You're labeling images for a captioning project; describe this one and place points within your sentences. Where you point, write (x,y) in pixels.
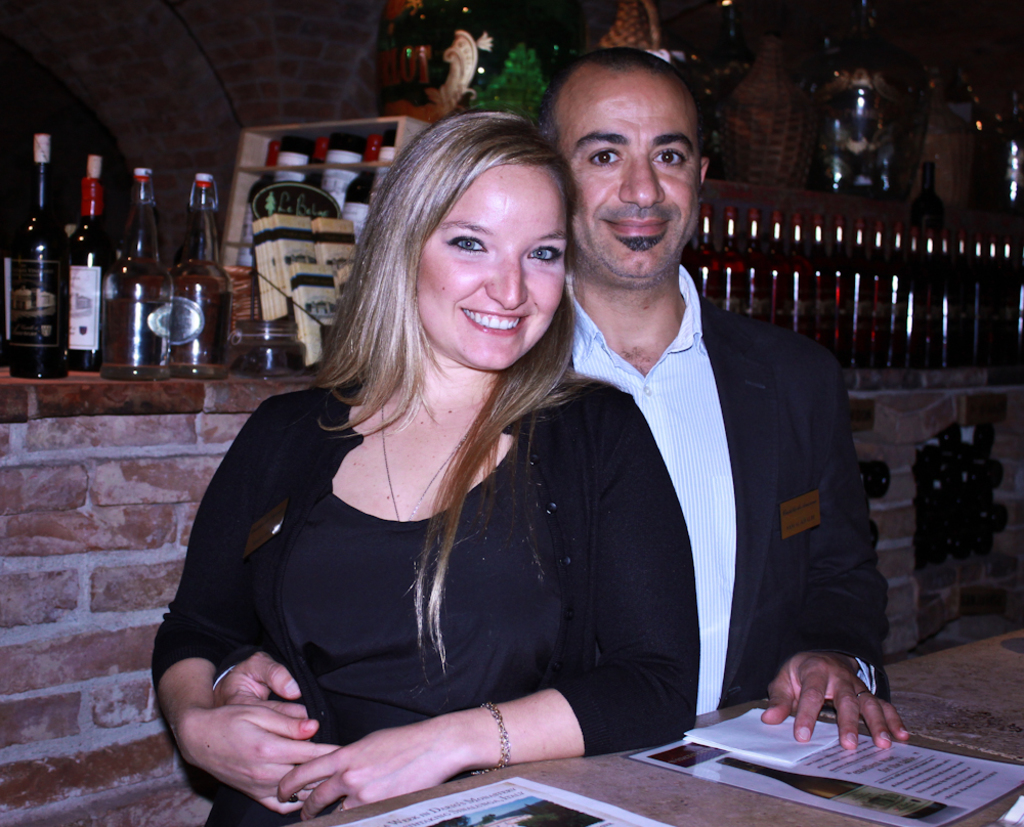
In this image we can see a man (710,408) and woman (477,641) are smiling. The man (651,351) is wearing shirt (728,528) and coat (815,439). The woman (586,593) is wearing a black color dress (536,564). At the bottom of the image (573,797), we can see the paper (767,787) on the table (696,795). In the background (78,558), we can see the brick walls (930,421) and bottles (900,88).
